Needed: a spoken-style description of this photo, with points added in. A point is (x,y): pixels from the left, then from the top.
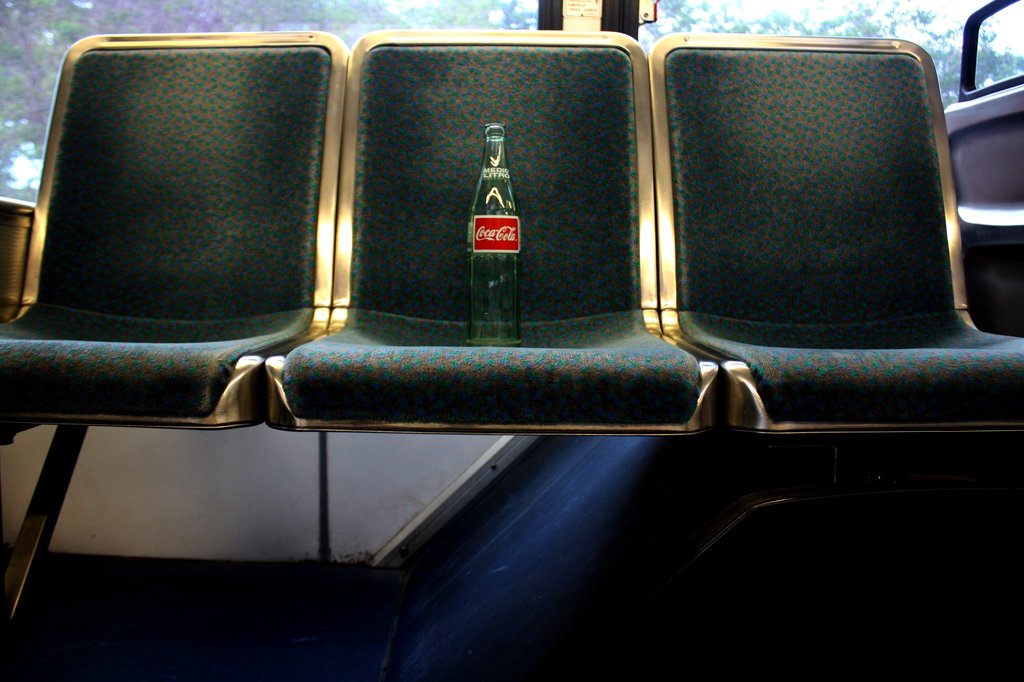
In this picture I can see there are few chairs (524,367) and there is a beverage bottle (487,343) placed at the center (473,235). In the backdrop (489,14) there is a window (262,13) and there are trees (128,3) visible from the window (145,1).
